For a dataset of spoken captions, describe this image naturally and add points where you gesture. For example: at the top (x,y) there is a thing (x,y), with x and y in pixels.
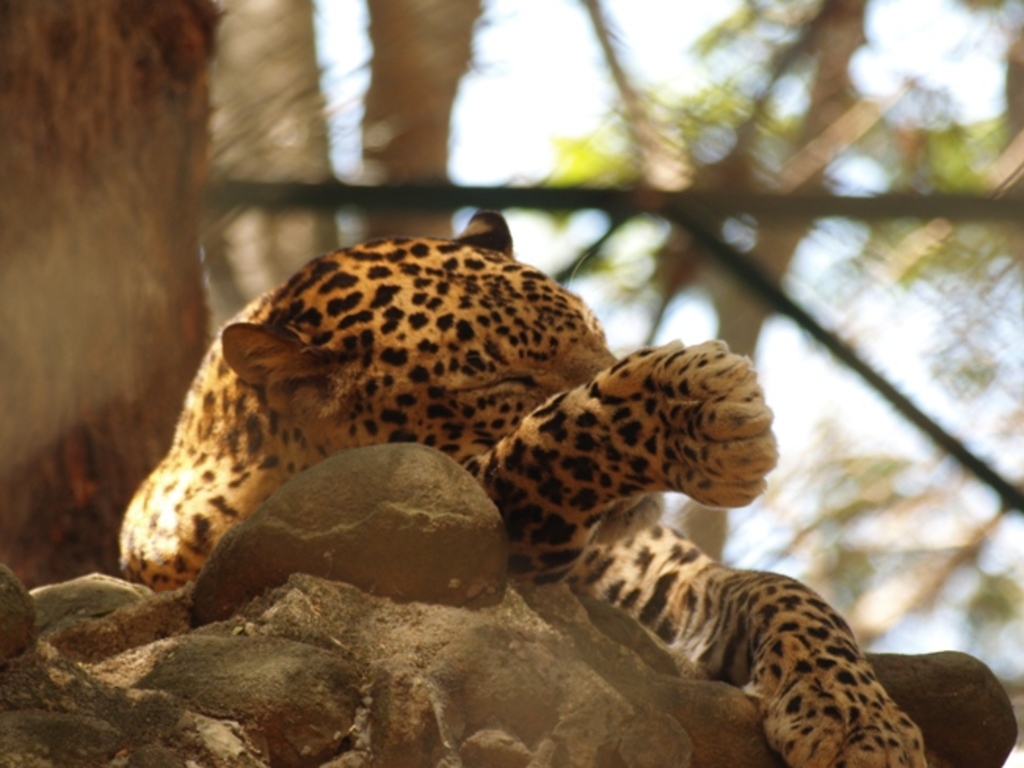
In the image I can see a leopard (599,486). In the background (217,240) I can see trees (389,113) and some other objects (889,400). The background of the image (907,439) is blurred.
